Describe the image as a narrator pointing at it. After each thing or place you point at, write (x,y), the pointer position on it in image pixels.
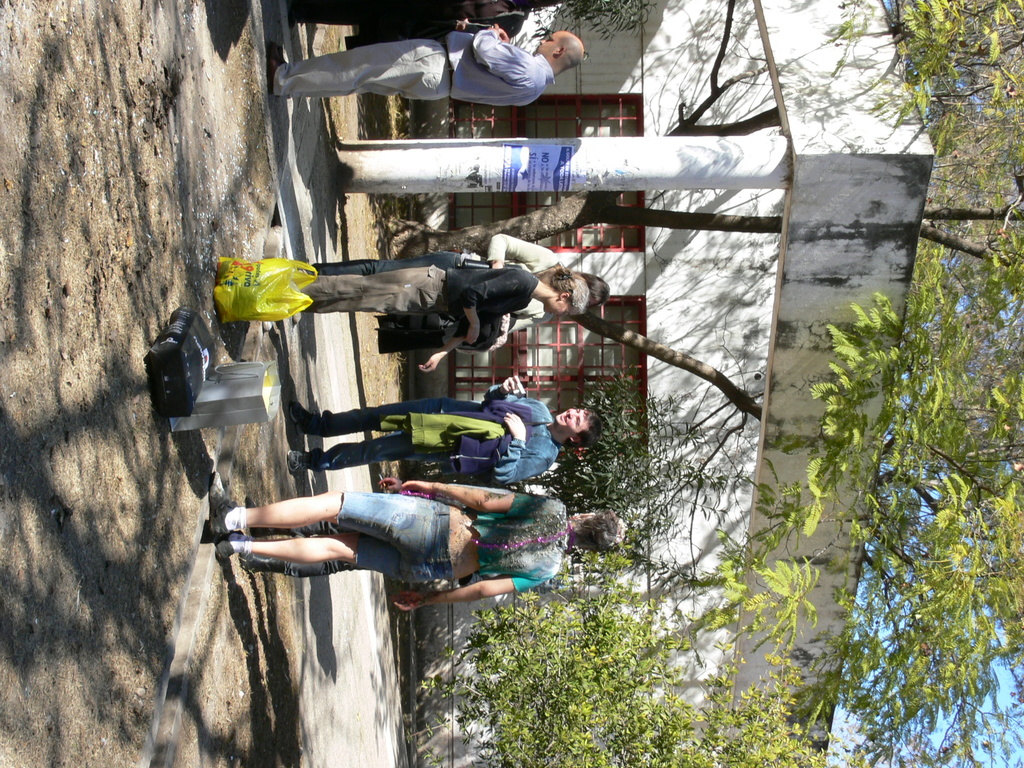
In this picture I can see few people (279,80) are standing in front of the building (660,390) and talking, side some objects (194,348) are placed, around I can see some trees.
